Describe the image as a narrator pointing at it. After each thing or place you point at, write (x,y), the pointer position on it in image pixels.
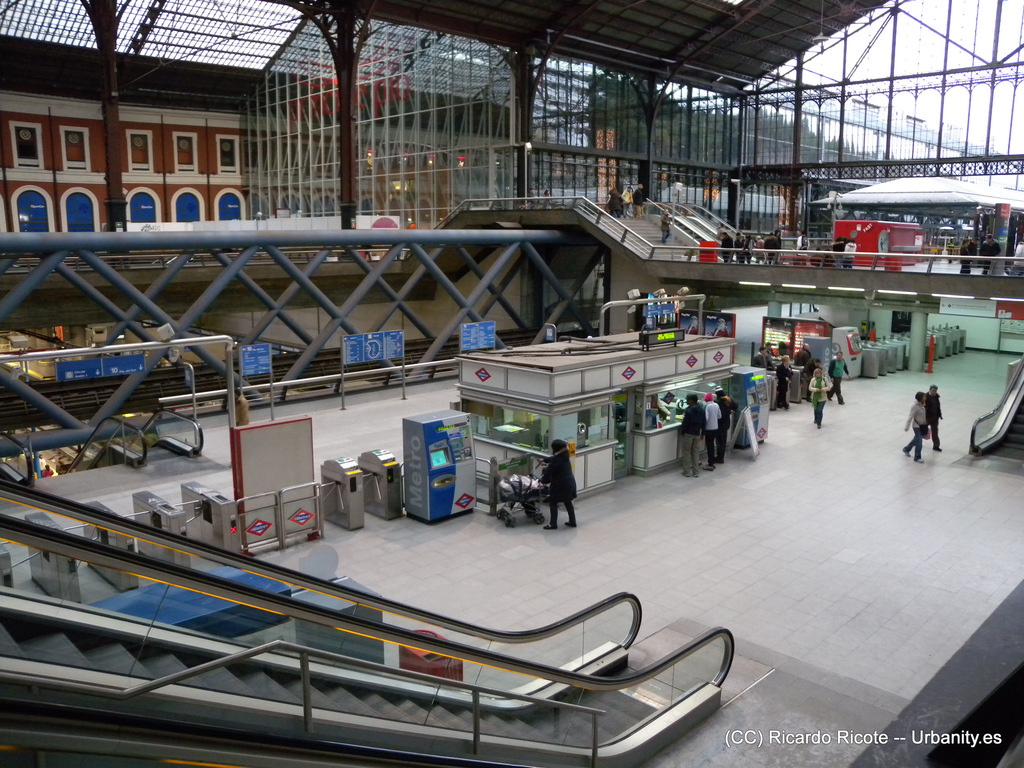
This image is taken inside the building (726,510). In this image there are people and we can see a counter (607,433). There are machines (432,455) and we can see boards (661,306). We can see escalators (120,462). There are stairs (613,231). At the top (167,33) there is a roof (795,15).
